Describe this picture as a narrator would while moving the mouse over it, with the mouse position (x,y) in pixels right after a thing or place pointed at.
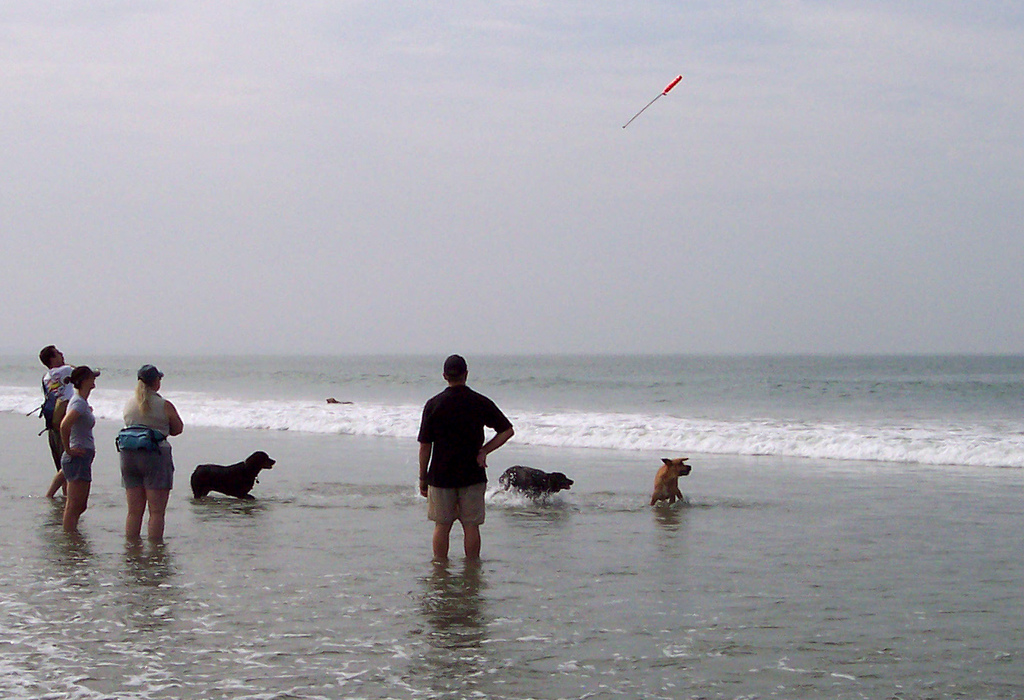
In this image we can see persons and animals (225,485) standing in the water (208,505). In the background (449,158) there is sky (417,213).
